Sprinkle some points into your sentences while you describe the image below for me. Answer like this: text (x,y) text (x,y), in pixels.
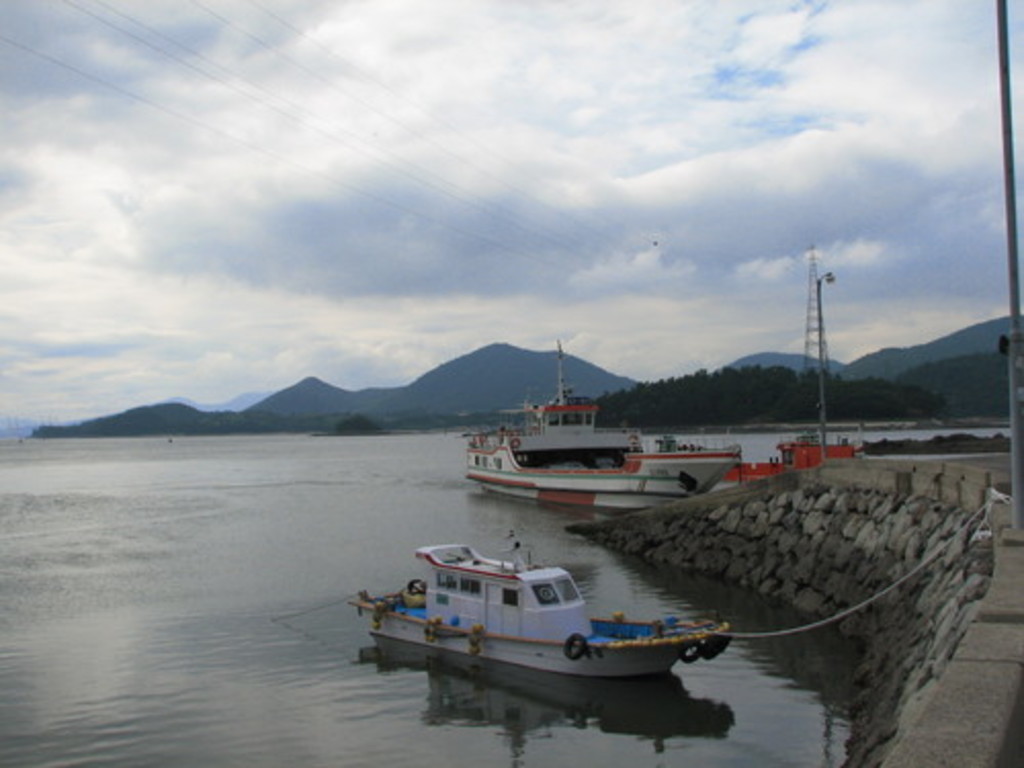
In this image, we can see two boats (508,571) are on the water (727,690). Right side of the image (923,594), we can see a stone wall (919,536) and pole (1021,478). Background (1001,377) we can see few trees (807,396), tower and mountains (442,385). Top of the image (774,222), there is a cloudy sky (402,169).
